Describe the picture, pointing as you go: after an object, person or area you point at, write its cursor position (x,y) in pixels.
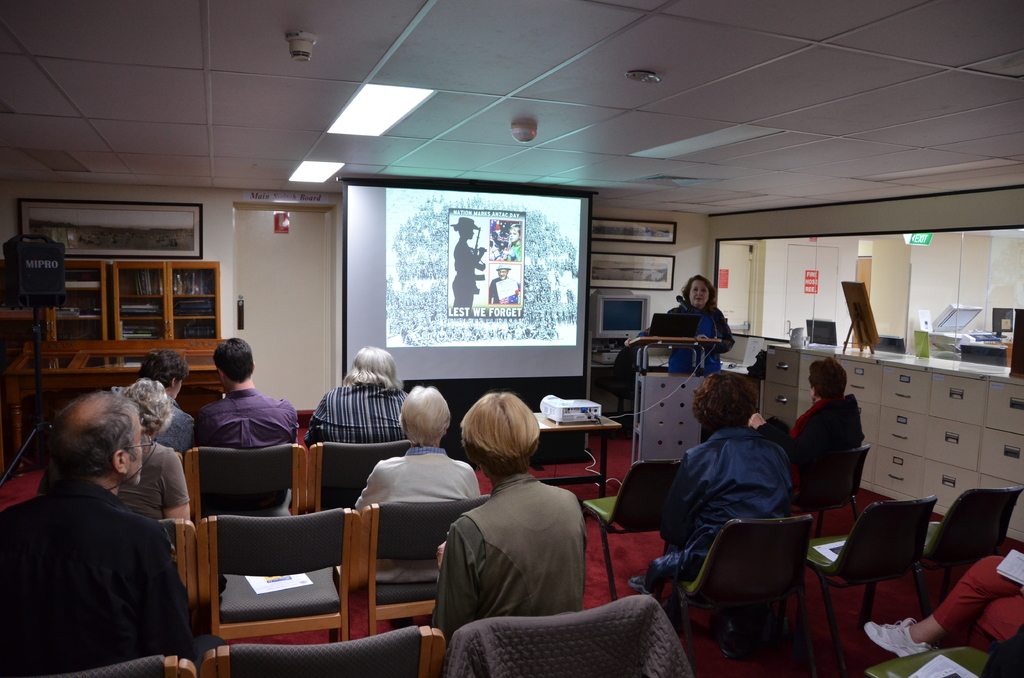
Here we can see a group of people (111,588) sitting on chairs (423,513) and in front of them we can see a lady (675,350) standing near a speech desk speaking something in the microphone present on it and beside her we can see a projector screen (454,233) and we can see projector (544,397) on a table (581,423) present in the front (591,426) and there are racks (210,299) present here and there is a door (240,296) in the middle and there are lights (365,105) on the roof (283,160).
